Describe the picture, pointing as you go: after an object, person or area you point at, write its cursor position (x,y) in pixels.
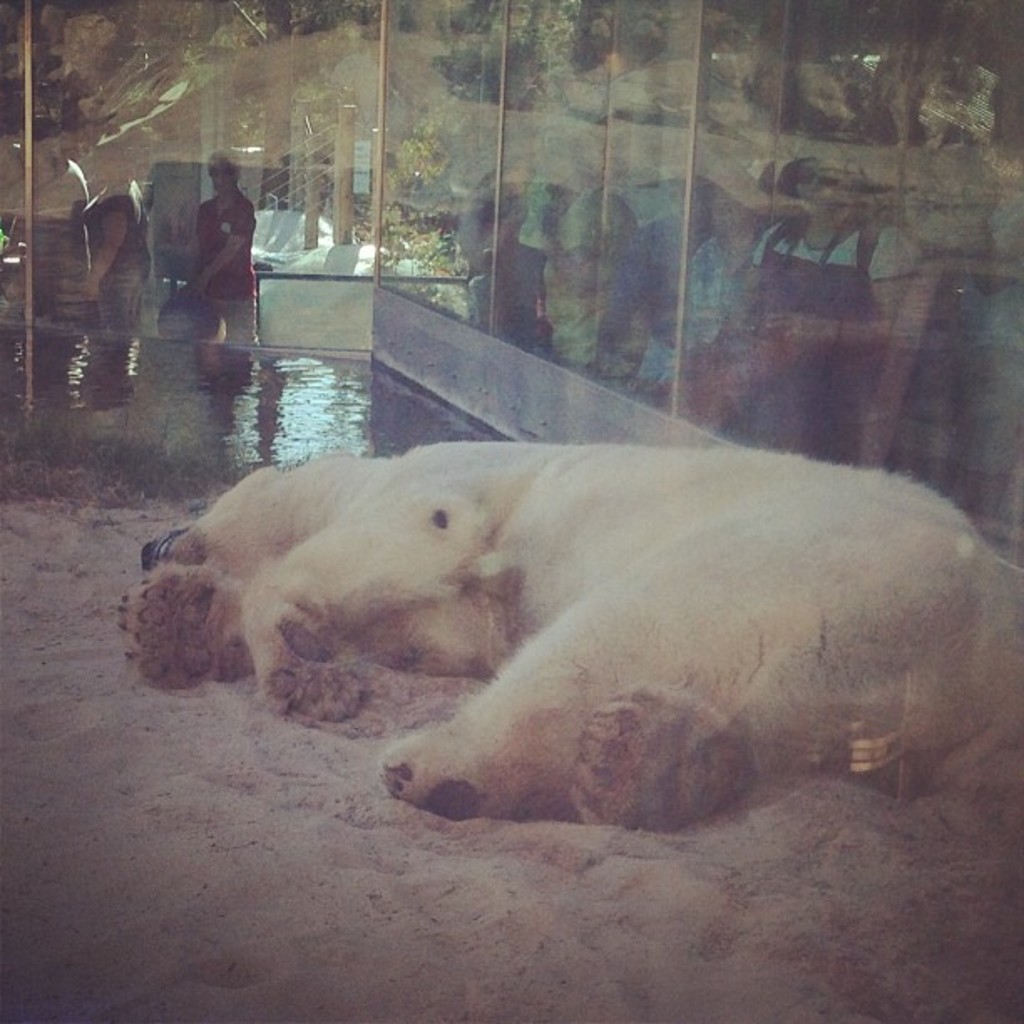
In this image I can see a white color animal (633,660) is lying on the ground (345,716). In the background (351,386) I can see water (308,360) and people (701,317) are standing behind a glass wall (691,214).
